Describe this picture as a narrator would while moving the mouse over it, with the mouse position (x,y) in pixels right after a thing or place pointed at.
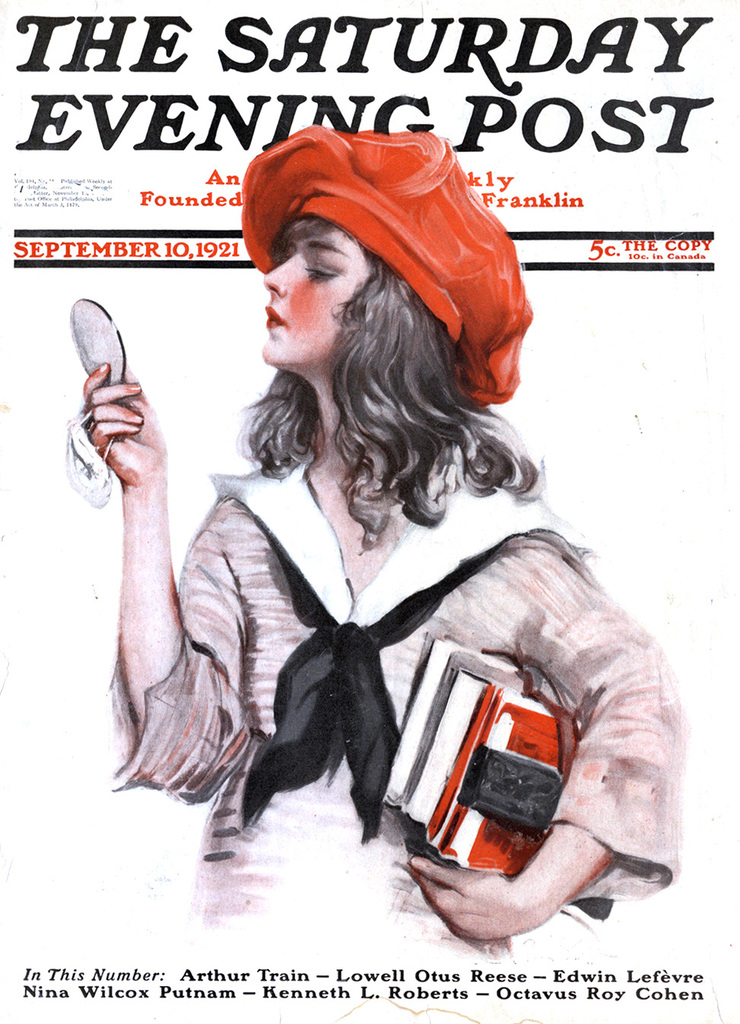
This is a poster (326,631) of a lady (466,610) wearing cap (425,164) and holding books (533,826) and some other thing (96,323) in the hand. Also there is something written on the image.
